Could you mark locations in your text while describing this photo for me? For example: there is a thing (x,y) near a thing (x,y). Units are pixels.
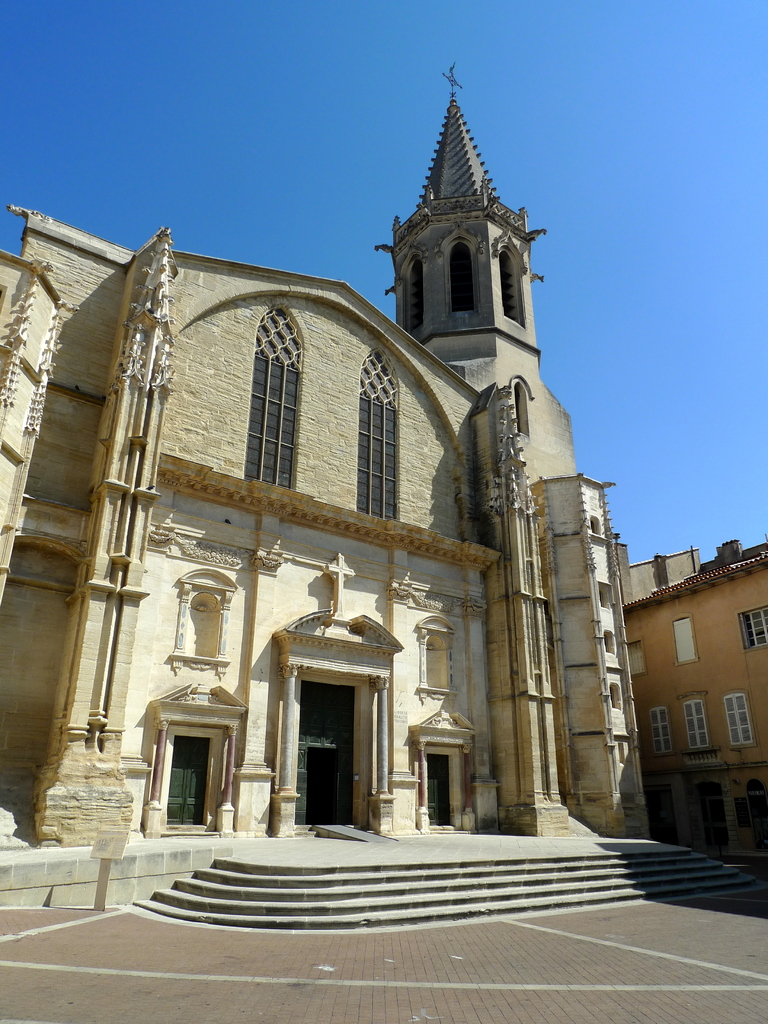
In this picture I can see the church (6,569) and buildings (675,673). In front of the doors (343,806) I can see the stairs (463,864). At the top of the church (524,243) there is a cross mark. On the right (765,619) I can see many windows (689,638) and doors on the buildings (737,747). At the top (163,27) there is a sky (145,50).
